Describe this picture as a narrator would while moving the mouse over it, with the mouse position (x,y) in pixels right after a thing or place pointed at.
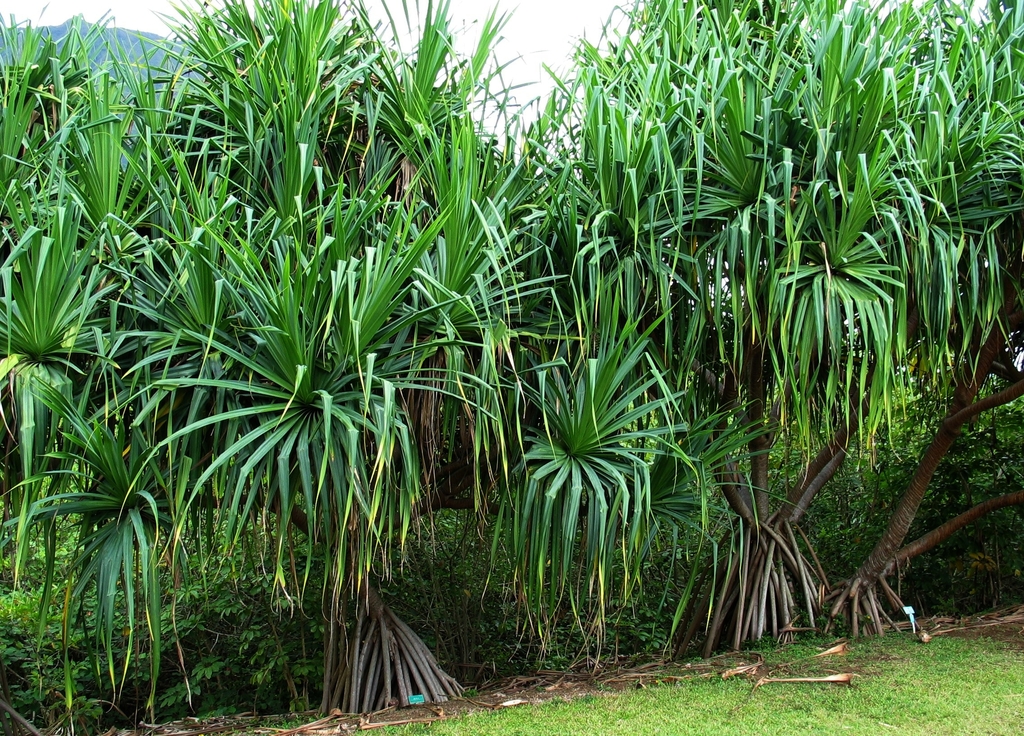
In the center of the image (547,359) we can see some plants (502,318) are there. At the bottom of the image (619,705) ground (608,672) is there. At the top left corner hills (136,51) are present. At the top of the image (552,81) sky (531,43) is there.
